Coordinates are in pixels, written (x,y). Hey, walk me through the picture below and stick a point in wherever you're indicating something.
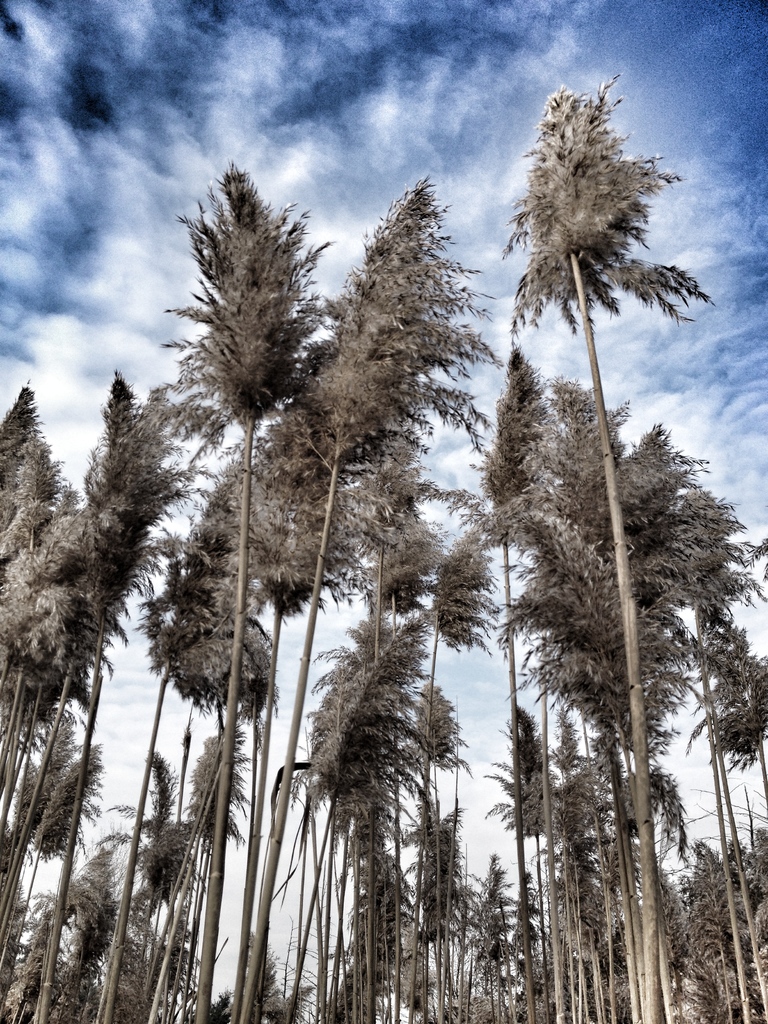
In the picture we can see tall reeds (683,584), behind it, we can see a sky (758,298) with clouds (134,607).
